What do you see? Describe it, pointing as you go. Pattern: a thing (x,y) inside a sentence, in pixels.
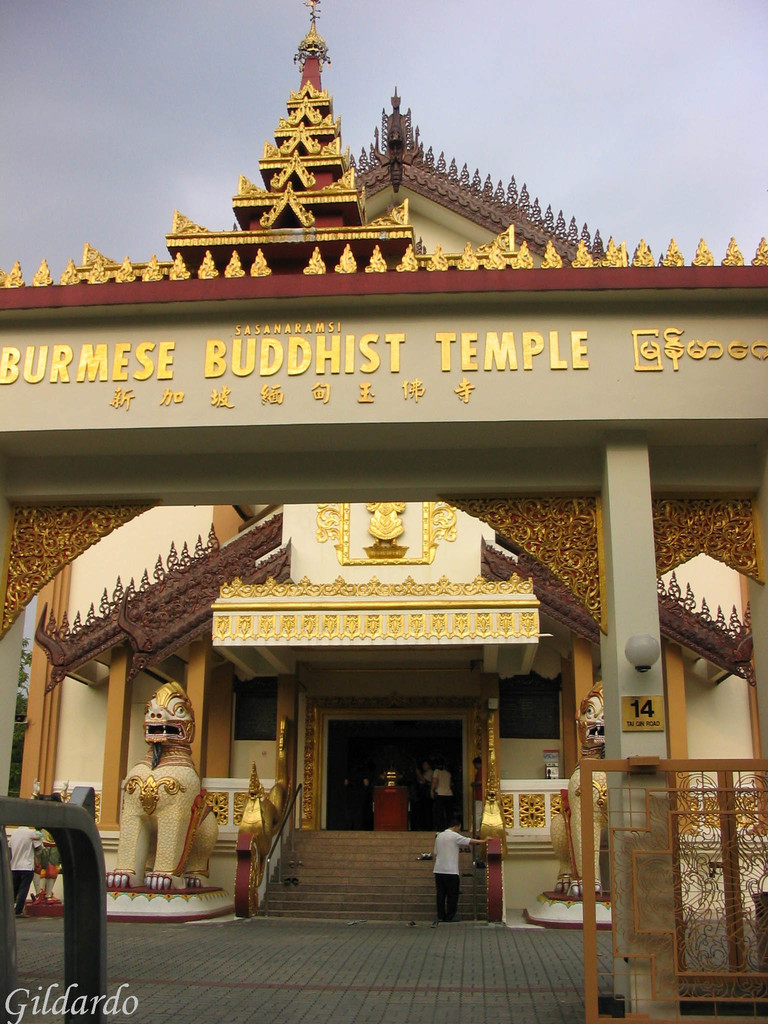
In this picture I can see a temple (726,628) and an arch (606,527) of a temple (363,639). There are few people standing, sculptures (57,852) and some other objects (737,930), and in the background (451,101) there is the sky (584,207).
